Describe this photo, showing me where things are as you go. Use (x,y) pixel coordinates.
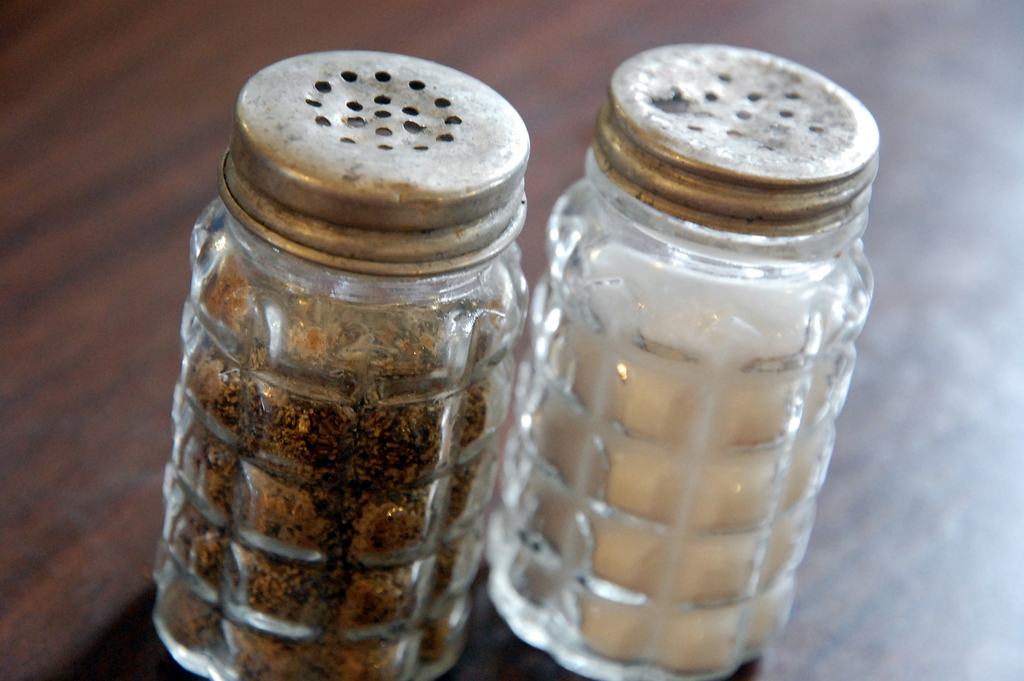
In this image we can see two glass bottles (594,353) on the wooden surface (182,189) and there is some food item (571,405) inside the bottle (474,359) which looks like salt (691,401) and pepper (371,456).
